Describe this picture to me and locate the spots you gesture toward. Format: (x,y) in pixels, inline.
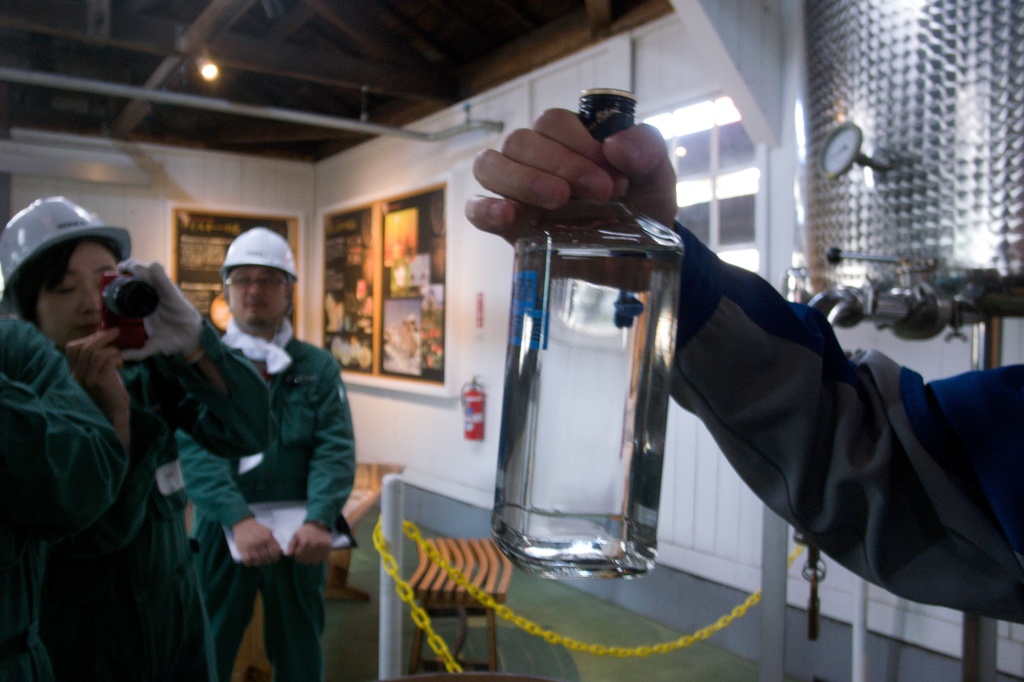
In this image I can see three people (200,561). I can see two people (215,550) with helmets (103,233). I can see one person (162,376) is holding the camera (133,325), and another person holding the glass bottle (580,311) and another person (256,531) with some white color object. In the background (469,393) I can see the fire extinguisher (470,436) and the boards (391,257) to the wall (462,330). I can see the light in the top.
